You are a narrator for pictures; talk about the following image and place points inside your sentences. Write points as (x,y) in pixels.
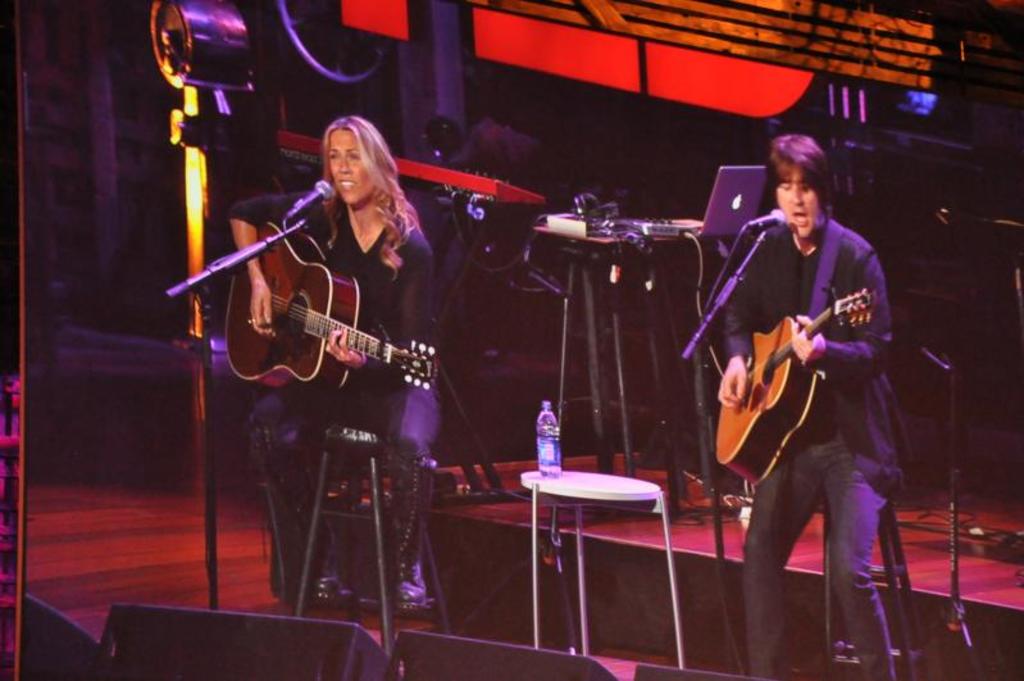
In this image I can see two people (393,275) are in front of the mic (706,372) and playing the guitar (277,376). Between them there is table (595,501). On the table (564,473) there is a water bottle (554,451). In the background (633,235) there is a laptop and some connectors (655,228).
